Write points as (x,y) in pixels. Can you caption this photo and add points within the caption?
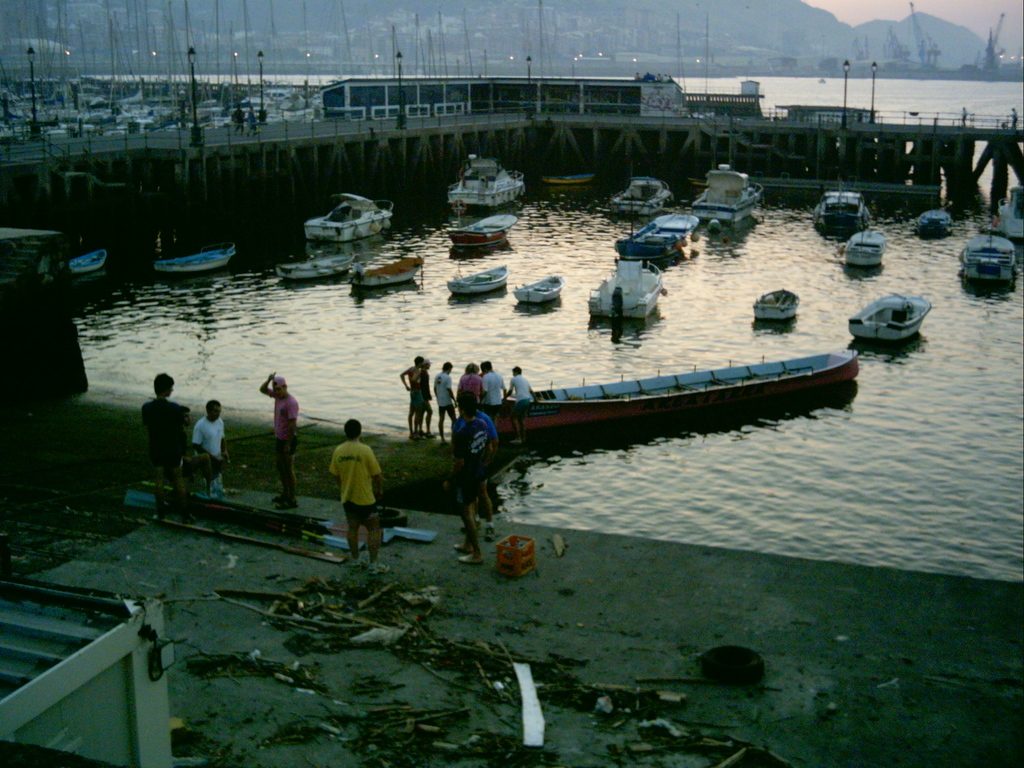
In the foreground of the image (669,689) we can see a platform (134,579) on which some persons (471,471) are standing. In the middle of the image (434,325) we can see water body (484,259), boats (618,387) and some persons (471,387). On the top of the image (593,4) we can see water body (936,87), hills (807,15), lights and a bridge (618,131).
